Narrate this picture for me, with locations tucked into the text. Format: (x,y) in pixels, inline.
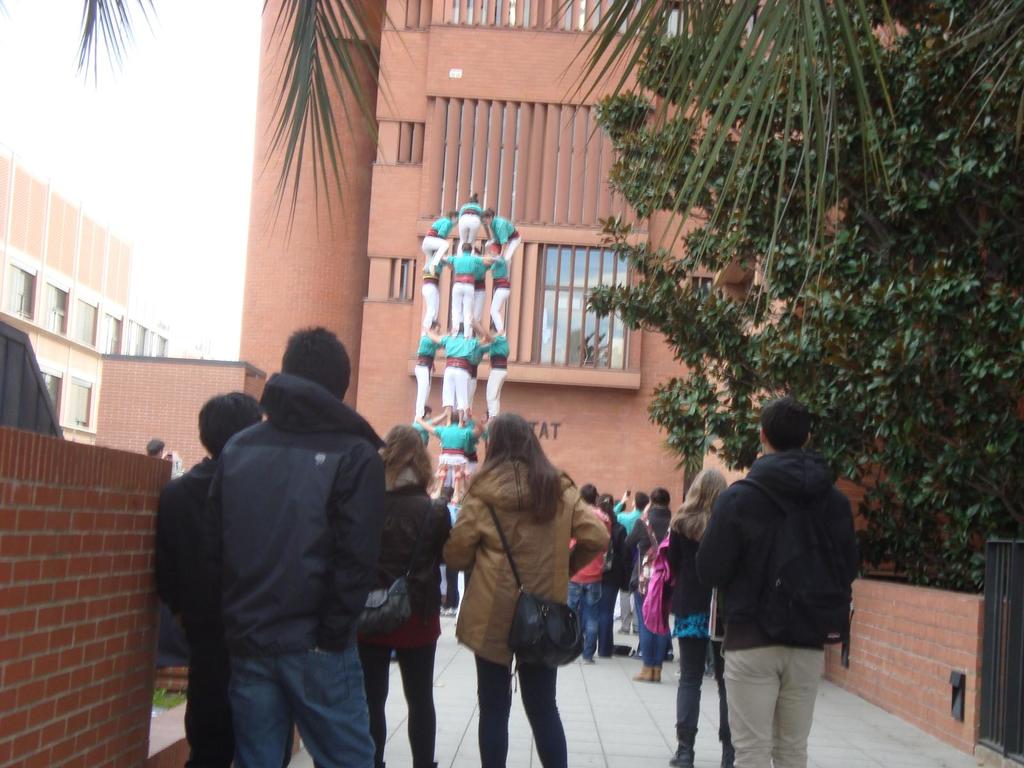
In this image I can see the ground (666,699), number of persons (565,569) standing on the ground (656,690), few walls (111,621) which are made up of bricks (847,672), a metal gate (991,723), few trees (959,366) which are green in color, few persons (501,339) standing on each other and few buildings (538,192) which are brown in color. In the background (110,153) I can see the sky (142,140).
